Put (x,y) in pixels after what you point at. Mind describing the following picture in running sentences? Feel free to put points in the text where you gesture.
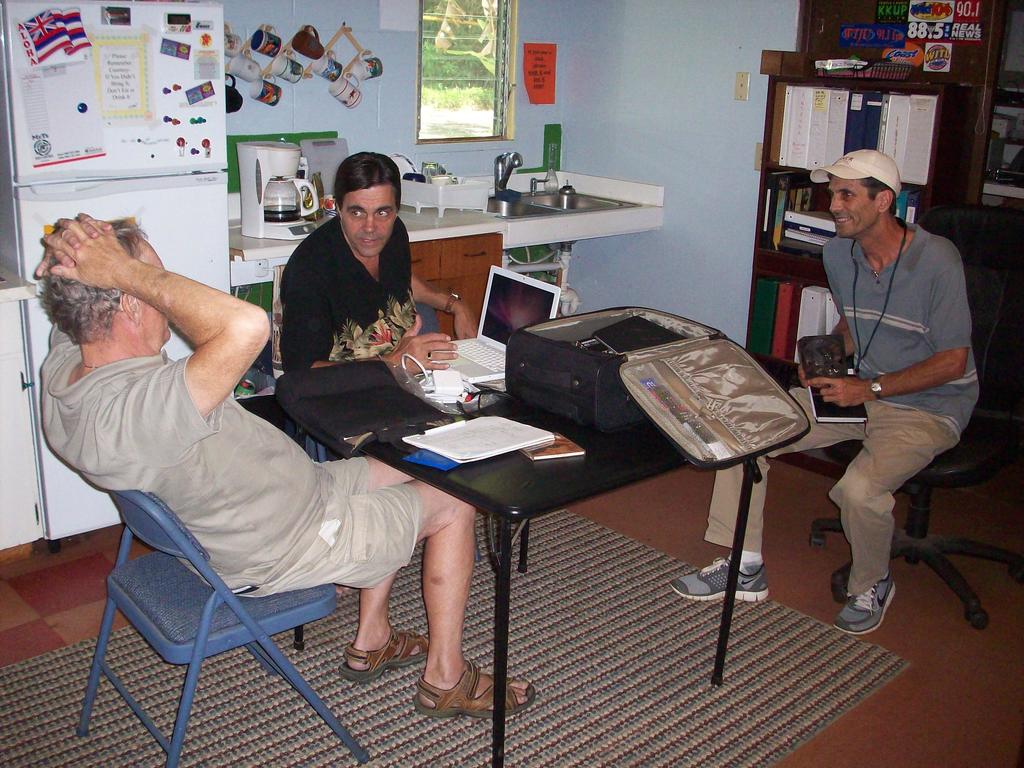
This image is clicked in a room (501,242). There is a table (469,478) and chairs (972,619). There are three people (118,254) sitting on chair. There is a window (447,63) on the top (457,76), there is a refrigerator (48,178) on the left side (157,236). There is a book rack (776,351) on the right side (756,289) and there are so many books (831,124) and files (891,121) in that. There is a sink (505,200) in the middle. There is a coffee maker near the sink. There are cups (321,35) placed on the wall (395,125).
